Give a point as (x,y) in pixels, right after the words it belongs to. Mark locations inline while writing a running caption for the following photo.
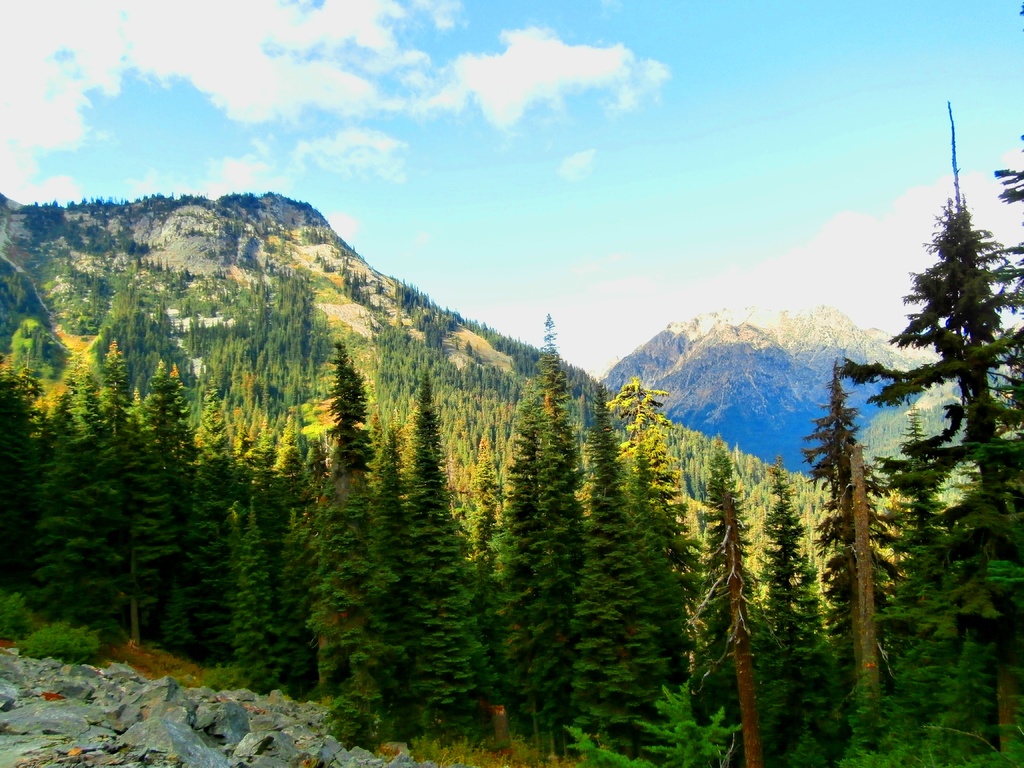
In this image I see mountains (24,338) and a number of trees (45,561) and stones (32,662) over here and the sky (283,46) is pretty clear.
